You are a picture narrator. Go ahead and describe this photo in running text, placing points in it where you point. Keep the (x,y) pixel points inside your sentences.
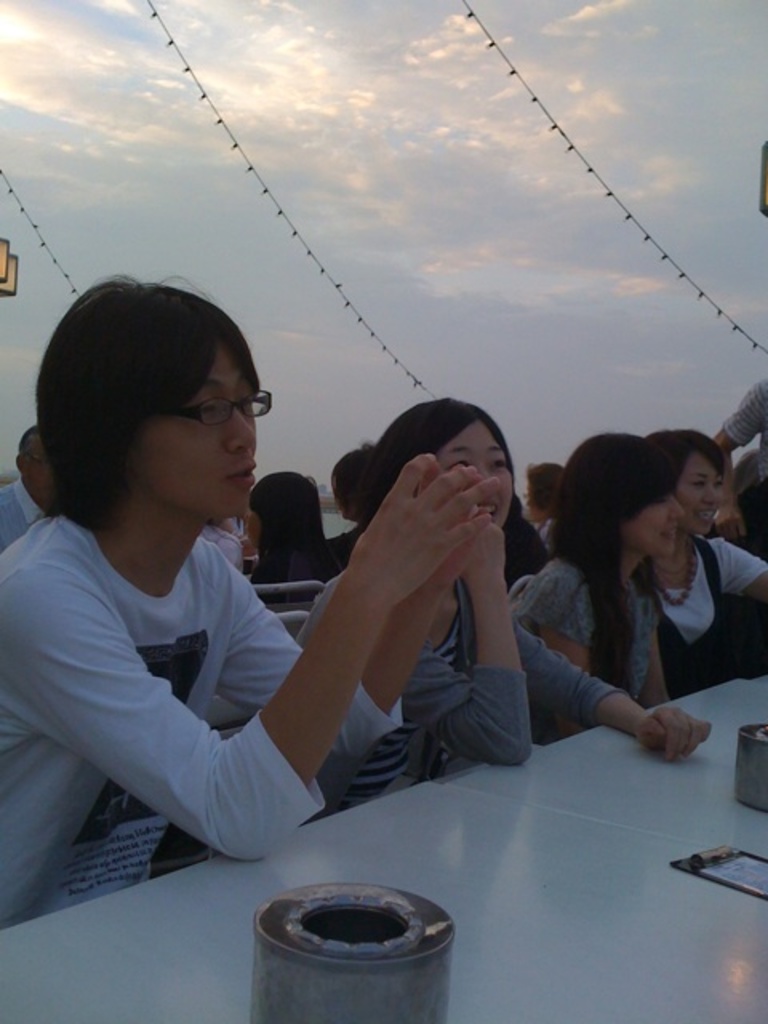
In this picture I can see group of people (220,560) sitting, there are some objects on the table (540,843), and in the background (576,410) there is the sky (413,343).
